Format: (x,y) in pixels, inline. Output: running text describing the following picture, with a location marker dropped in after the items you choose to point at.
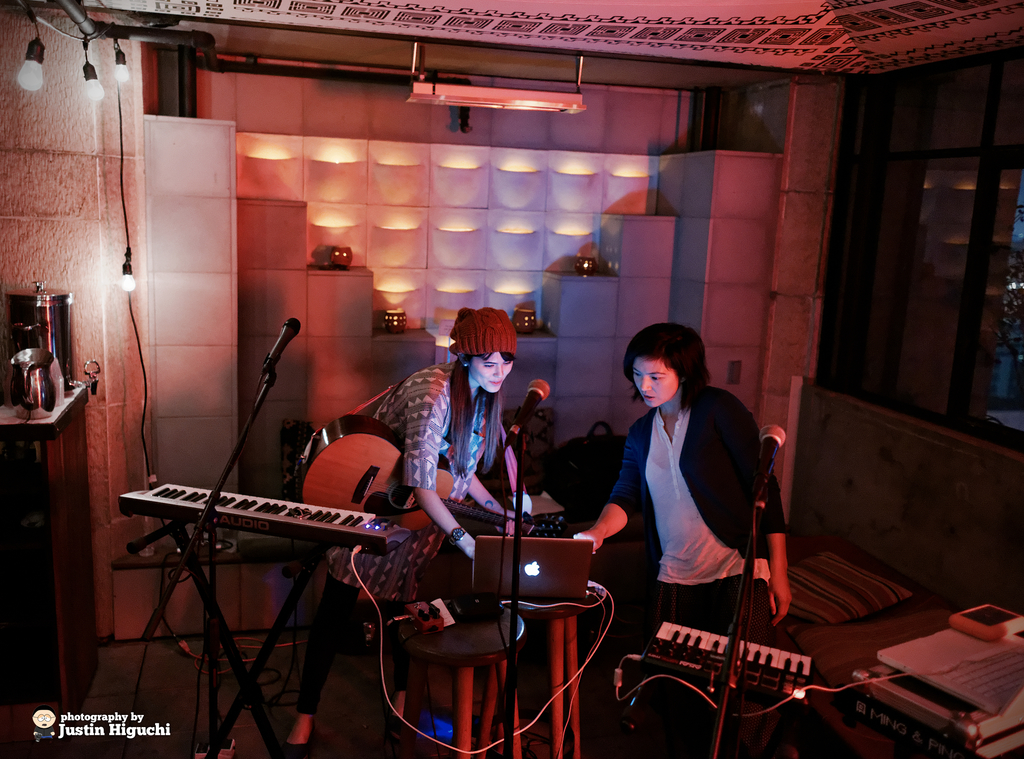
In this picture there are two girl (465,480) working on the laptop (490,579). In the front (312,519) there is a piano (172,506) and some musical instruments (335,535) with microphone (729,682). In the background (569,278) there is a white wall (628,269) and some lights (588,269).
